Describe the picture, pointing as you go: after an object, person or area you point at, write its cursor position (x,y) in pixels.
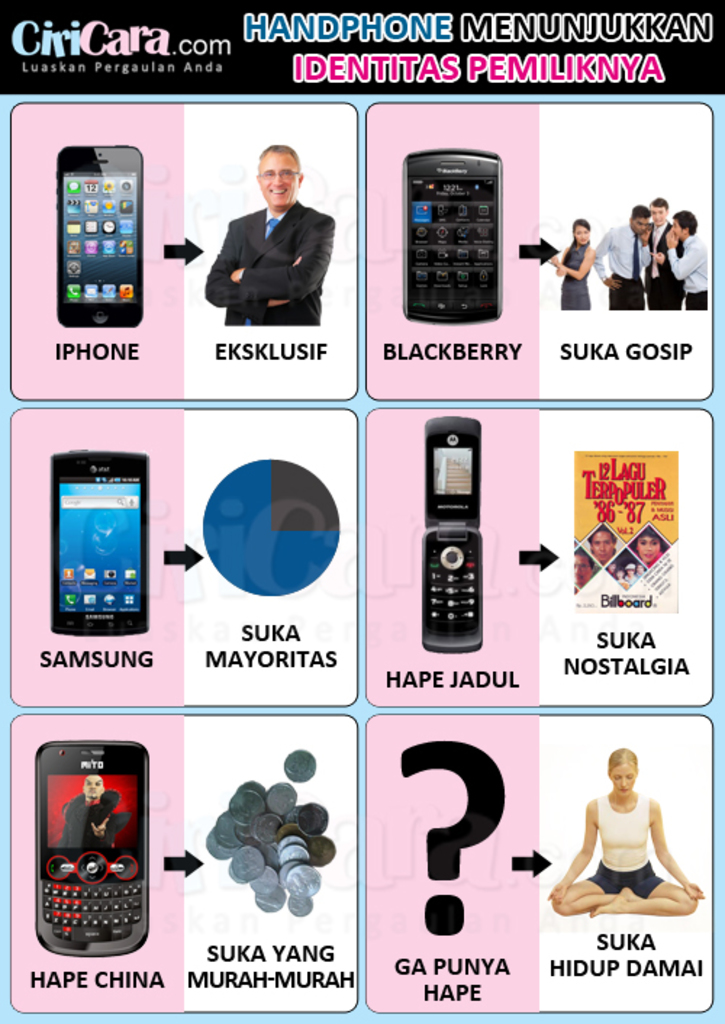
This image consists of a poster (330,918). On this, I can see few images (106,854) of mobiles (88,547) and persons (257,291) and also I can see the text (407,29).
